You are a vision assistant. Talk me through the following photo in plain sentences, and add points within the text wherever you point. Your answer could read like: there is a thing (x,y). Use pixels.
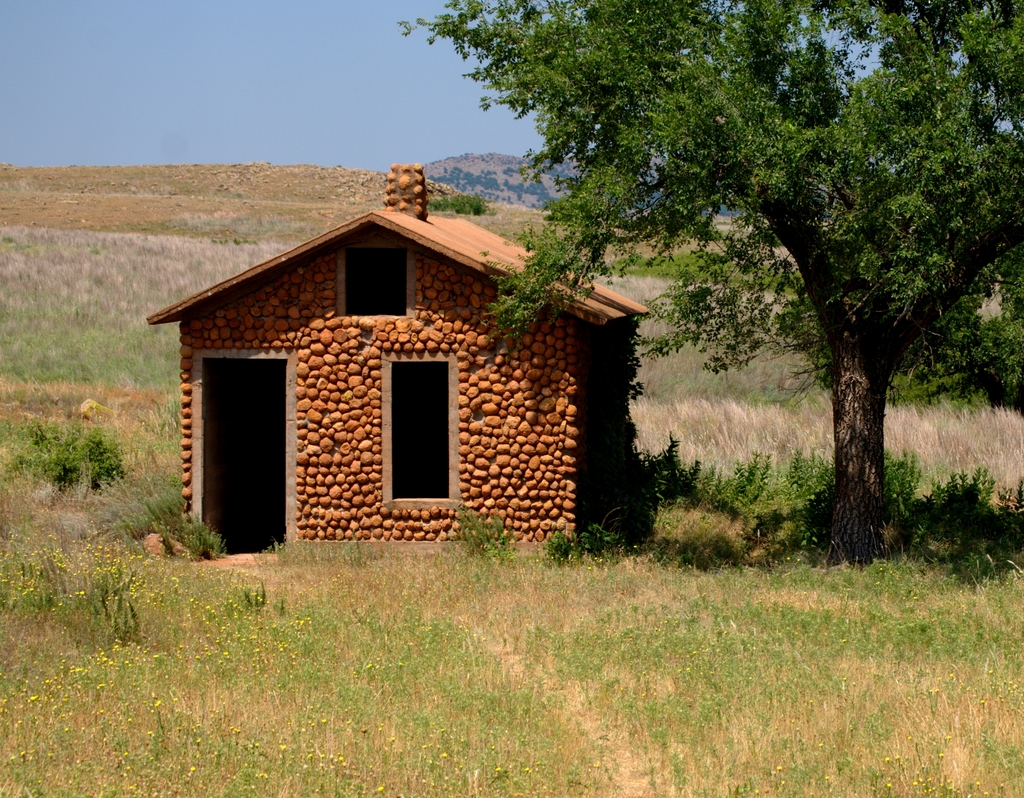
In this picture I can observe house (366,382) in the middle of the picture (510,366). On the right side (744,234) I can observe tree (836,213). There is some grass (188,629) on the ground (534,673). In the background (348,35) I can observe sky (288,85).
